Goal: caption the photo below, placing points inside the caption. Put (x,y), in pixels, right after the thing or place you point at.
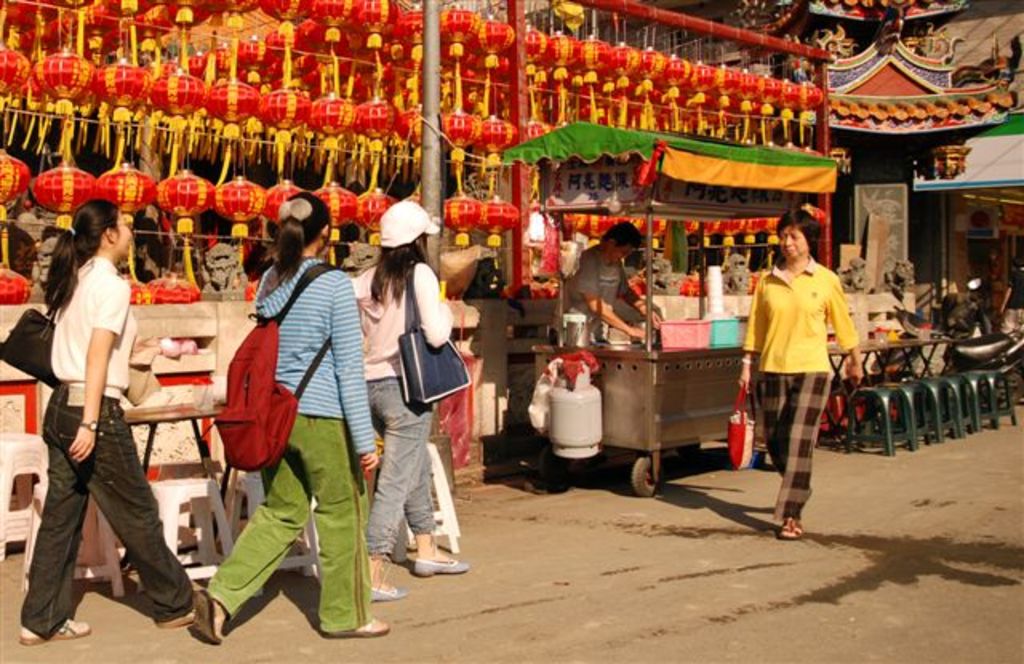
This picture might be taken from outside of the city and it is sunny. In this image, on the right side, we can see a person (852,335) walking on the road (844,590). On the left side (93,324), we can see three women (383,415) walking on the road (429,596). In the middle of the image (611,269), we can see a person (604,247) standing in front of a stall (717,403), on that stall (725,392), we can see some boxes (693,330) and jars (583,330) and a gas cylinder (568,422). On the right side (1002,384), we can see some tables (938,342), chairs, scooter (965,343), hoardings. In the background (269,139), we can also see some lights (701,105), pole (431,144), some tables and chairs (441,466).
